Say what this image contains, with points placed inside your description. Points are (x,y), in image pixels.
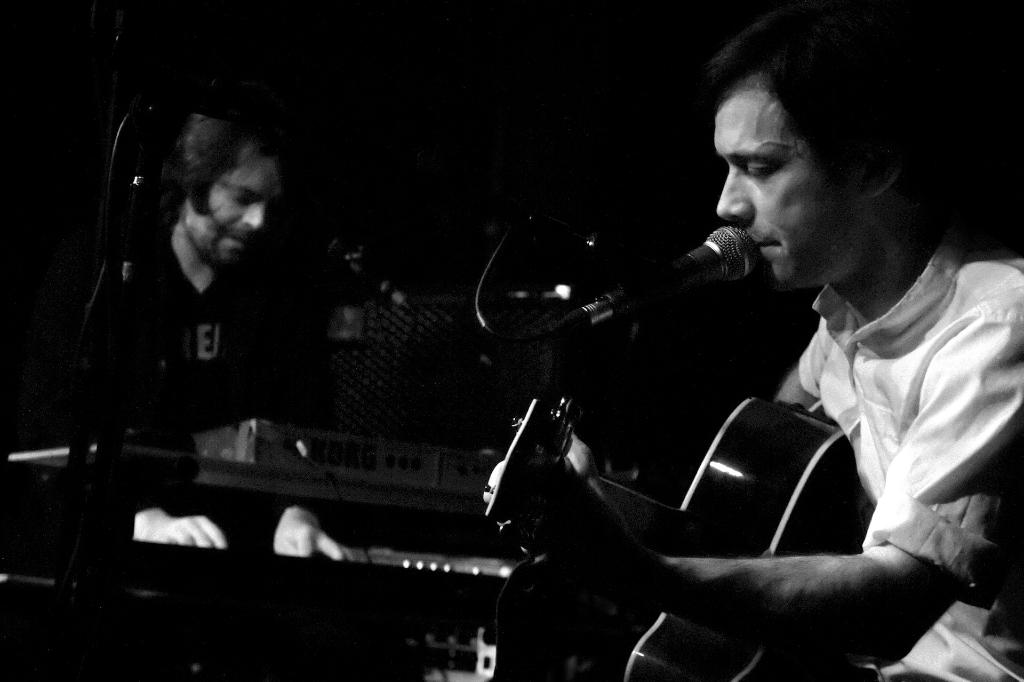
In this picture there are two people (220,370) those who are sitting right and left side of the image (233,363) is, there is a person (753,191) who is at the right side of the image (801,404) is holding the guitar (527,452) and there is a mic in front of him, the person (235,317) who is at the left side of the image (197,248) is playing the piano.
